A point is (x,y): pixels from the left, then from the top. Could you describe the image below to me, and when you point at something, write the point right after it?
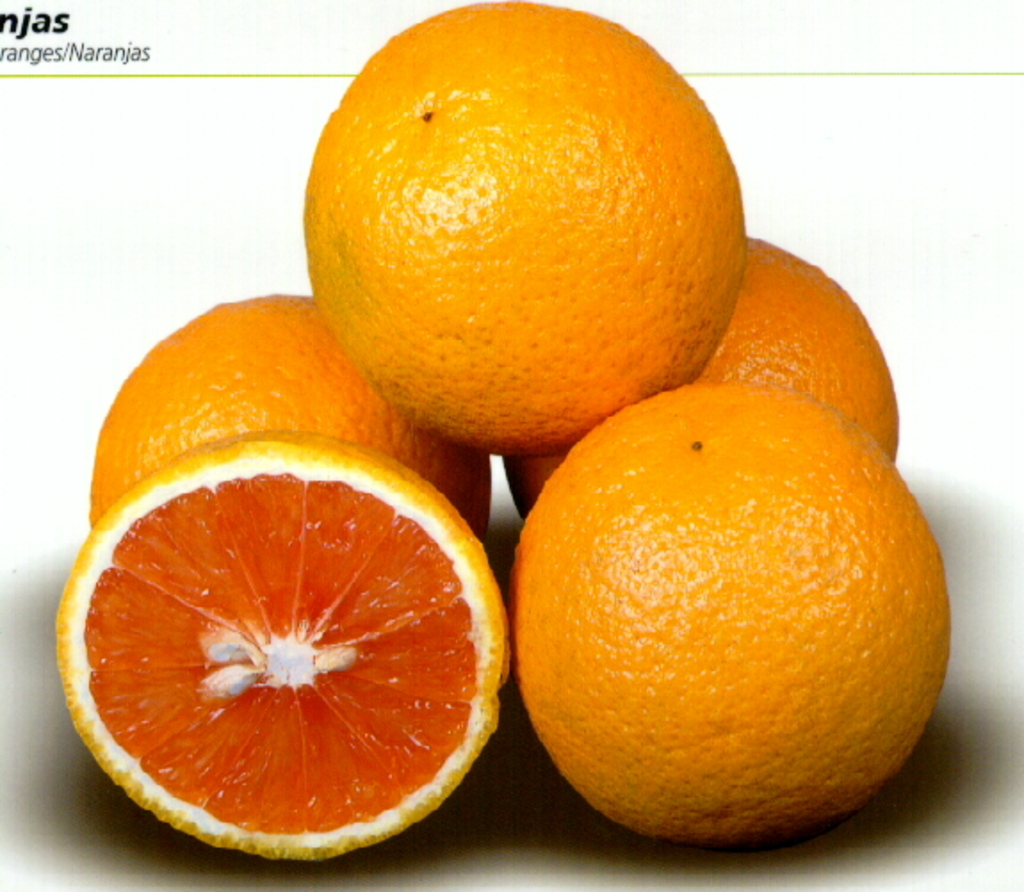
In this image there are some oranges (618,574) kept on the floor (357,870) as we can see in middle of this image (631,502), and there is half cutted orange (258,637) on the bottom left side of this image (252,620). There is some text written on the top left side of this image (121,51).
